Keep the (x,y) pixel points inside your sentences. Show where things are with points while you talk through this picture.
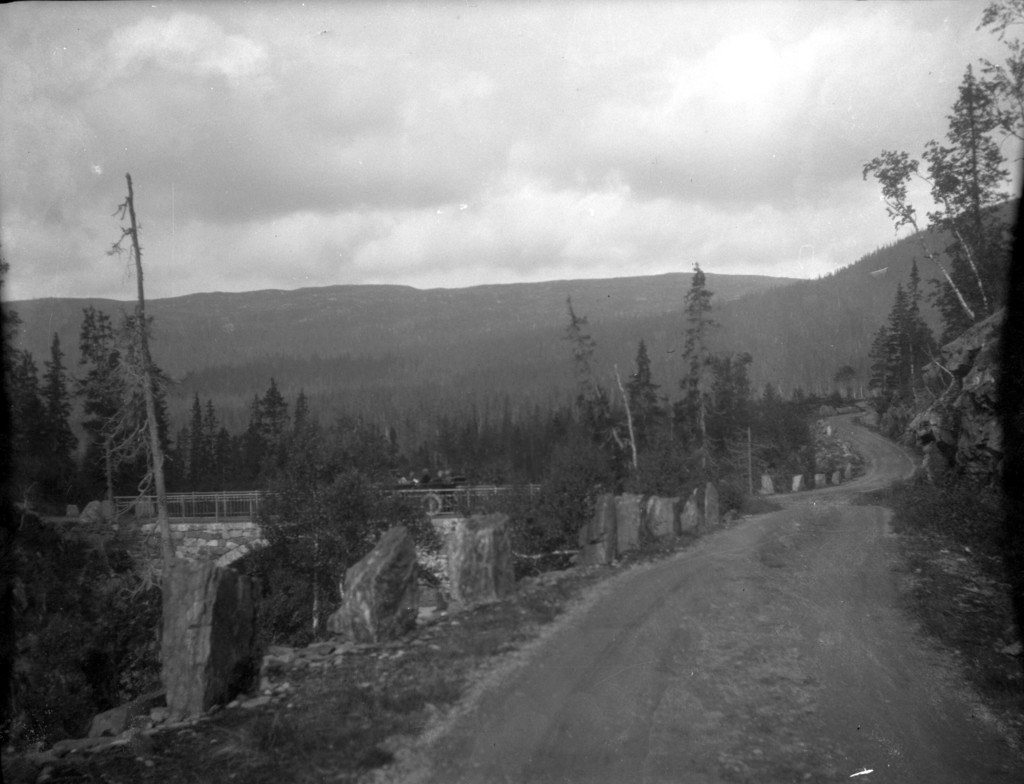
This picture is a black and white image. In this image we can see the mountains (572,359), some rocks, one road (602,727), one fence (443,507) on the wall (437,515), some objects (409,472) on the ground (832,449), one object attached to the fence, some trees (292,488), bushes (136,680), plants (136,680) and grass (533,607) on the ground (1012,575). At the top (508,201) there is the cloudy sky (321,201).
